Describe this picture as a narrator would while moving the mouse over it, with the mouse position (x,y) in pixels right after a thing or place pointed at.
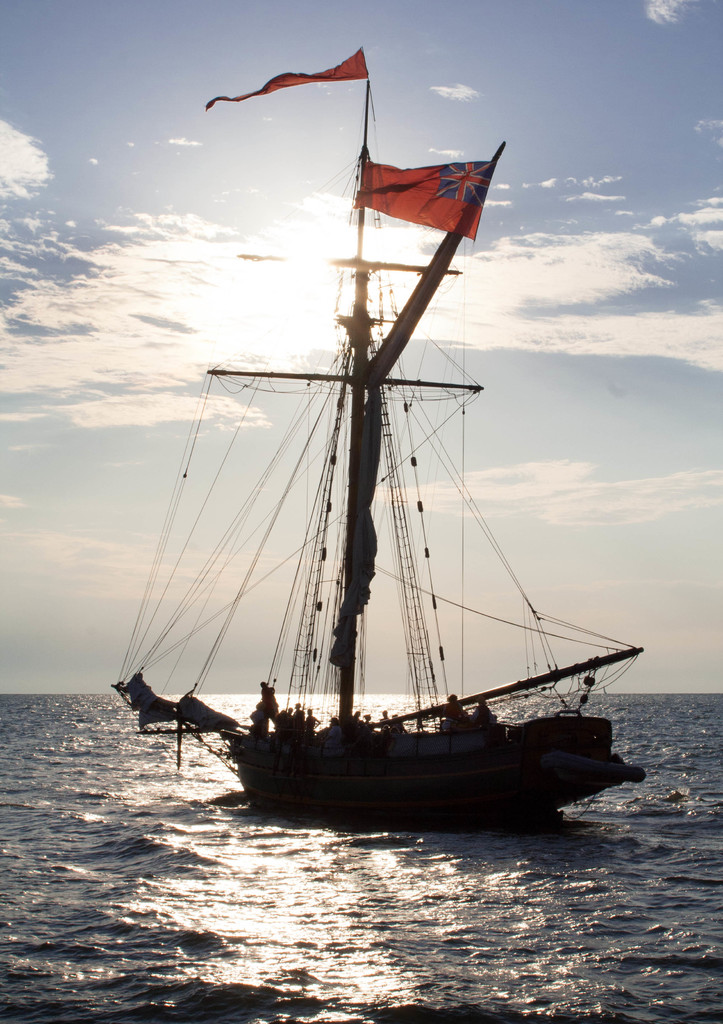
There is a boat (362,784) in the water (277,848). On the boat (303,774) there are poles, ropes (317,497) and flags (383,170). Some people (331,733) are there in the boat (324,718). In the background (201,306) there is sky (170,295).
